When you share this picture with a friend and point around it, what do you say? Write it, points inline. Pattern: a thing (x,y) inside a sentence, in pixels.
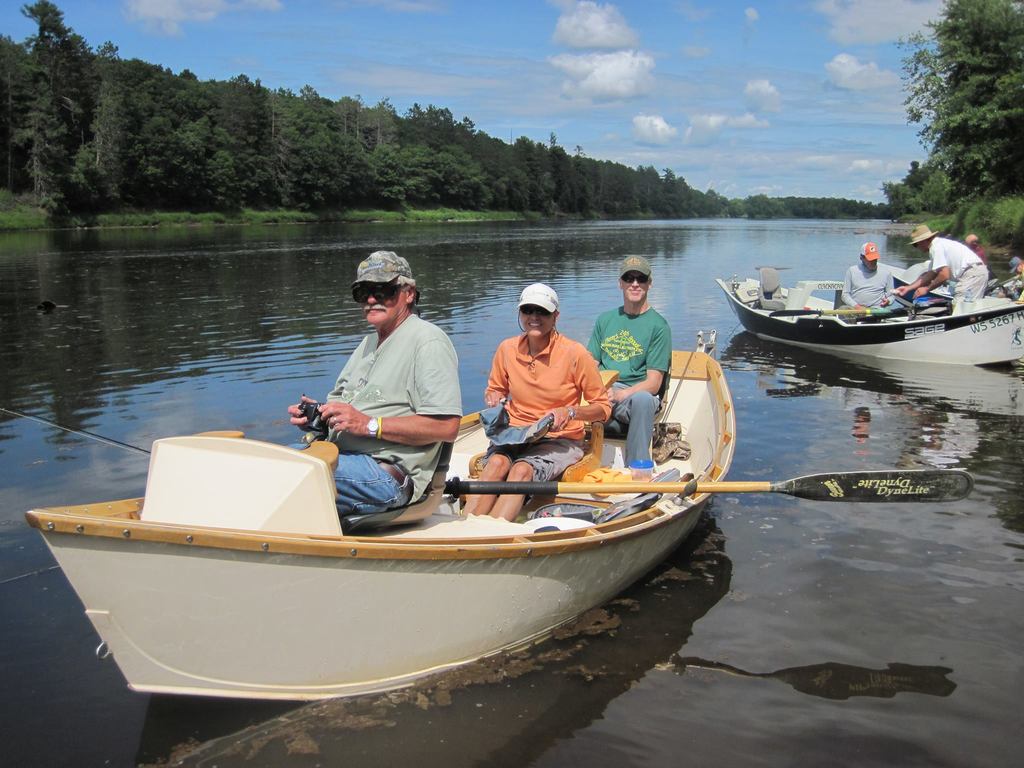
In this picture there is a boat (547,485) in the center of the image (655,506) and there is another boat (994,301) on the right side of the image (875,277), there are people (555,449) and an oar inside a boat (674,413), there is greenery (269,108) in the image.
